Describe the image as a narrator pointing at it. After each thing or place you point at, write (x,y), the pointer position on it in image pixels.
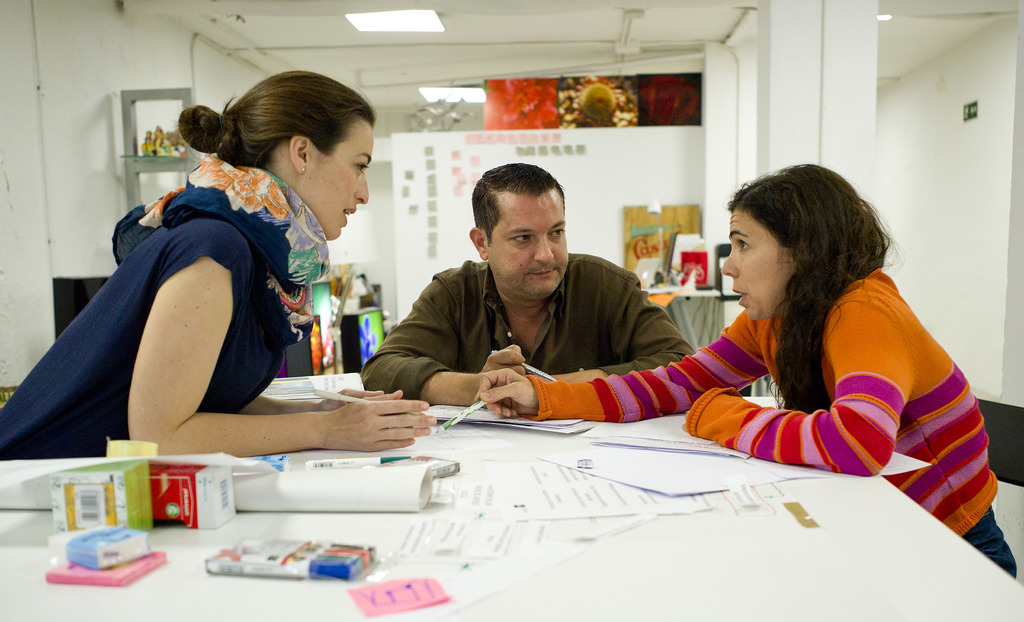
In this image we can see person (752,337) sitting on the chairs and a table (632,533) is placed in front of them. On the table (356,520) we can see papers (237,470), cardboard cartons (177,490), sticky notes (120,566), markers (306,546), pens (315,468) and a paper roll (360,475). In the background (404,121) there are walls (680,146), objects (674,208) placed on the side table (685,291) and an electric light (398,29).
